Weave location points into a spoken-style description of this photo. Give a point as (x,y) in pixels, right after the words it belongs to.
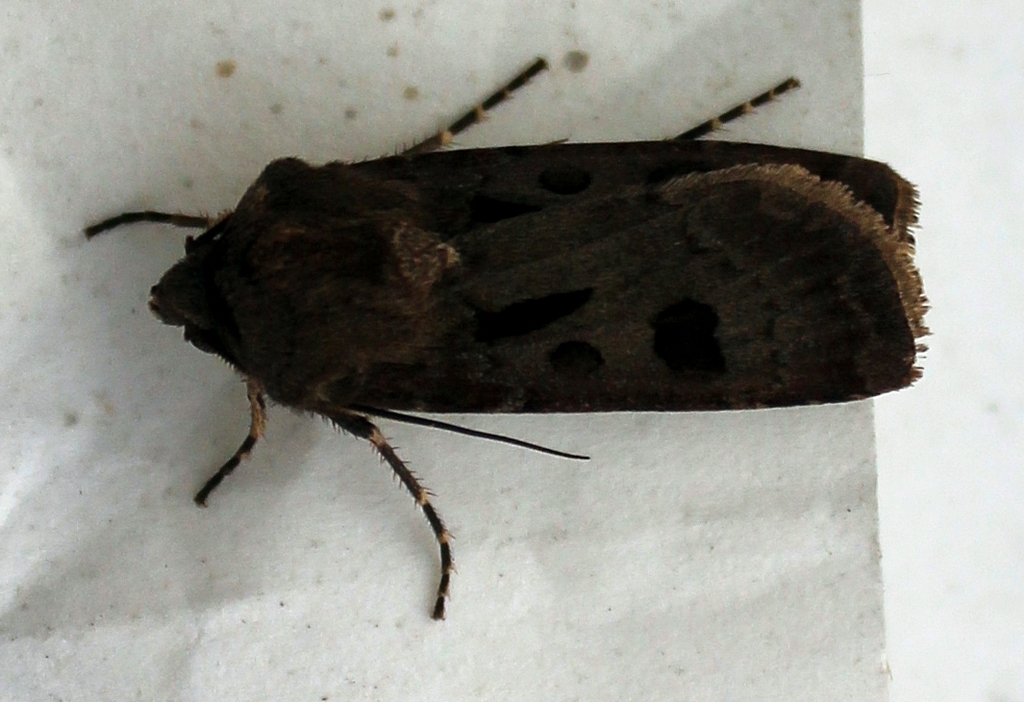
In this image we can see there is an insect (438,329).
